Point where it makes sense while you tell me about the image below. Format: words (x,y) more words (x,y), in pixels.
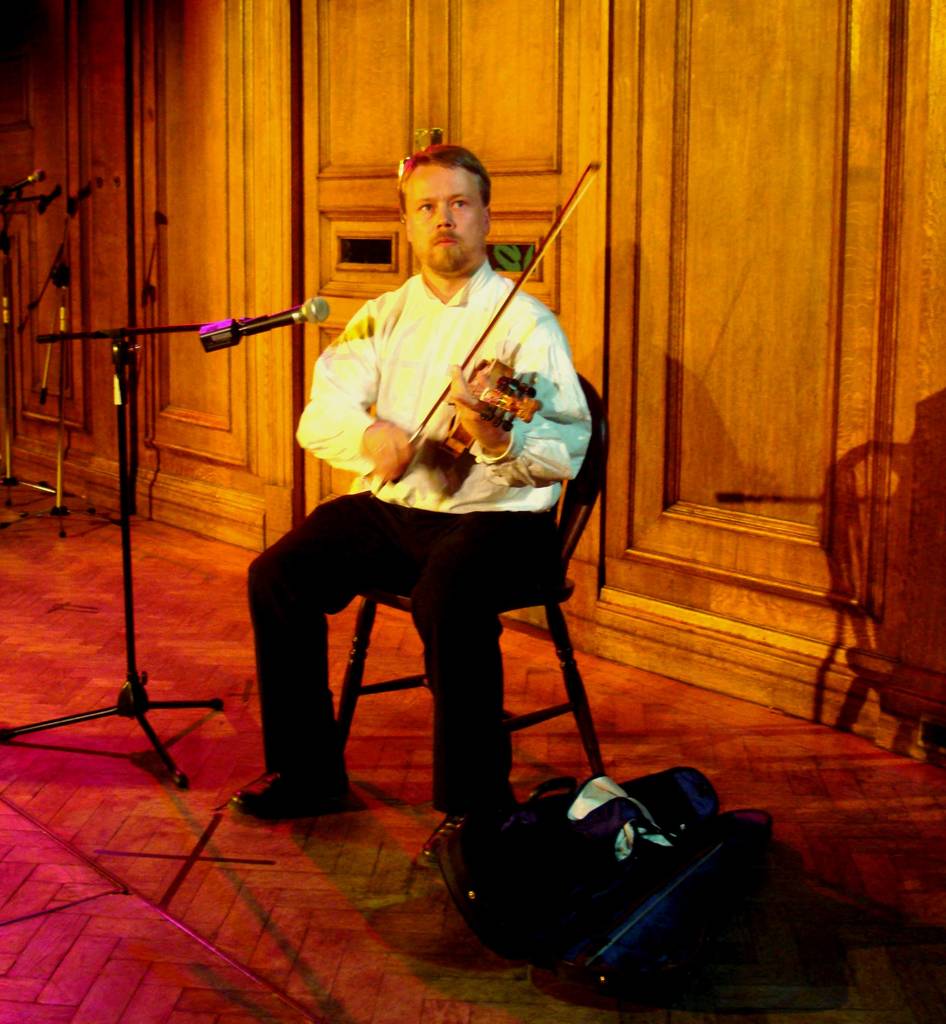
In this image, we can see a person (329,457) wearing clothes (539,445) and sitting on a chair (541,594). This person (320,636) is playing a violin (445,441) in front of the mic (289,312). There is a bag (492,867) at the bottom of the image (577,937). In the background (745,618), we can see a wooden wall (353,146).
